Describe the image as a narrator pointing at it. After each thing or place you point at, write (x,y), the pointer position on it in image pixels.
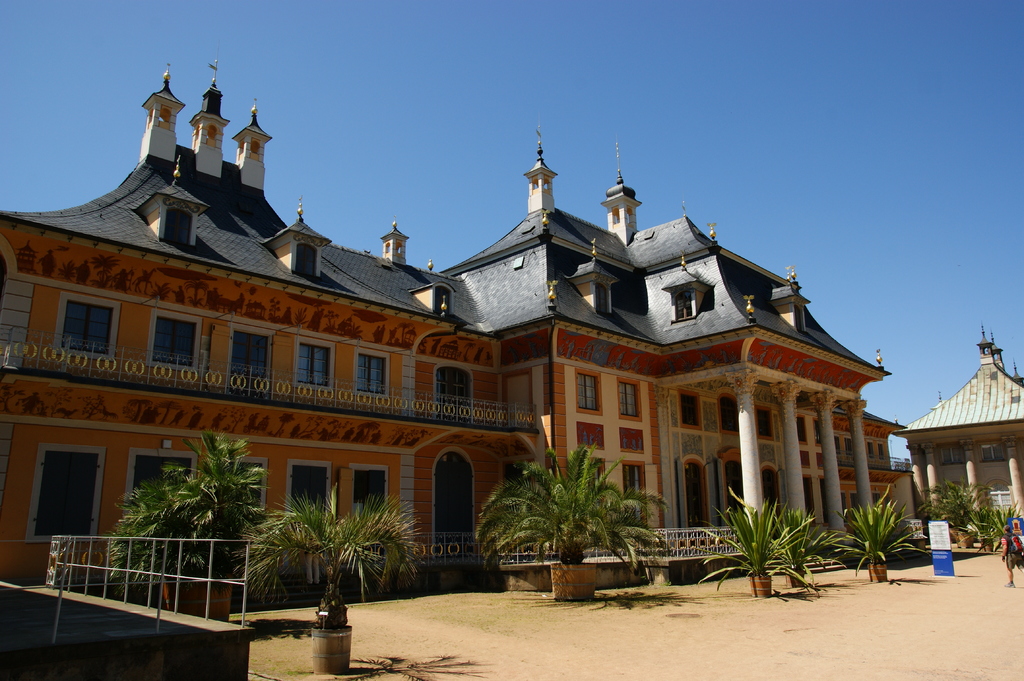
In the image there is a palace (234,368) in the back (656,438) with many windows (766,494) with palm trees (482,529) in front of it and above its sky (713,112).
